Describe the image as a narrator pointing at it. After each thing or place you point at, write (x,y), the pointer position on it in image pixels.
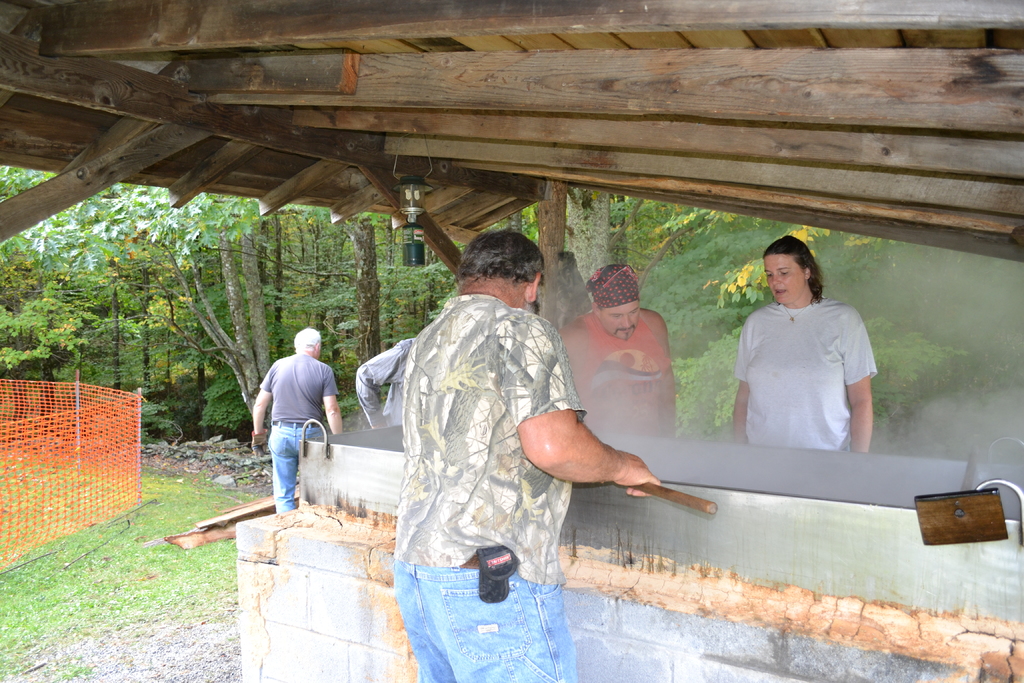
In front of the picture, we see a man (542,476) is standing and he is holding a wooden stick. In front of him, we see a steel object (776,506). Beside that, we see three people (603,357) are standing. Beside them, we see a man (288,390) in the grey T-shirt (288,376) is standing. At the bottom (140,567), we see the grass (177,615), stones (170,642) and the wooden sticks (216,539). On the left side (114,422), we see the poles (79,397) and the net (102,457) in red color. At the top (414,201), we see the light (418,238) and the roof (429,172) of the wooden shed (295,100). There are trees (263,335) in the background (694,308).
